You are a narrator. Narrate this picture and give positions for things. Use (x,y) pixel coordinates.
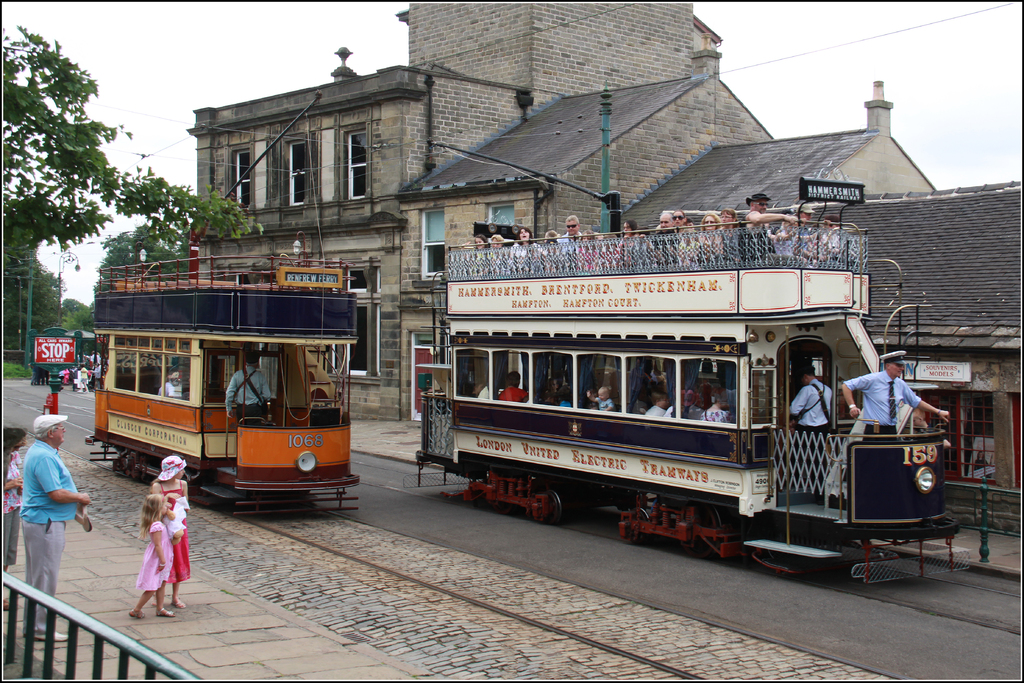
In this image, we can see trams (452,445) on tracks (385,568) beside the building (404,197). There are some persons (818,395) in the tram (675,302). There is a tree (74,233) in the top left of the image (56,177). There are some people (147,527) standing on the footpath (252,618). In the background of the image (367,42), there is a sky (959,119).
